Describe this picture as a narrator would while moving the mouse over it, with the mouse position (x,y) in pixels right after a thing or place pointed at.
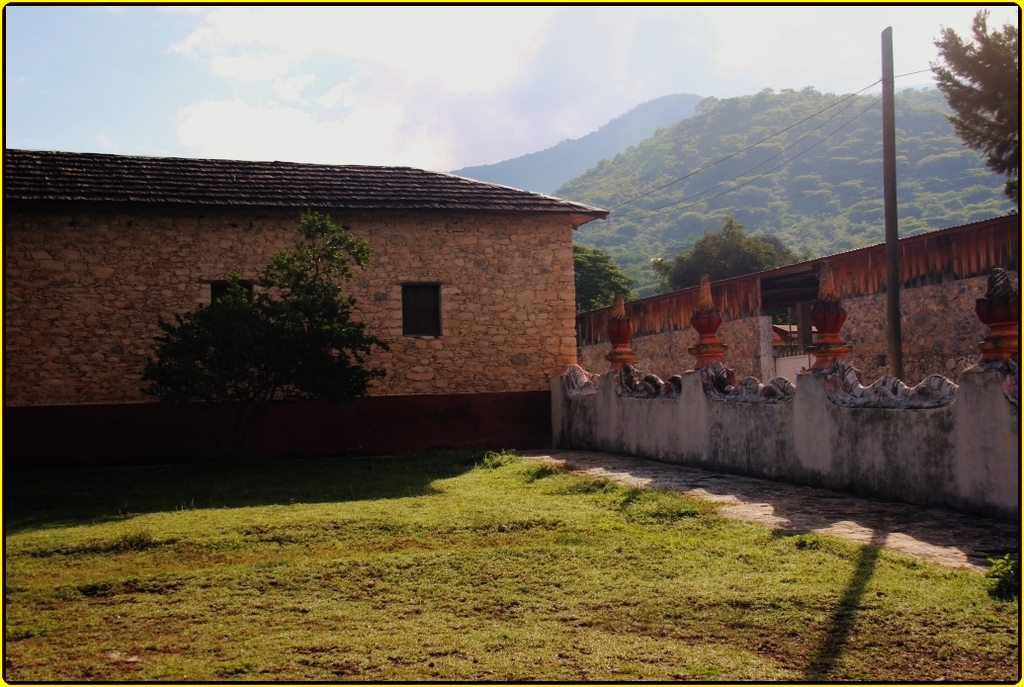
As we can see in the image there are houses (752,291), wall (872,371), trees (257,369), hills (756,213), grass (679,532), sky (389,82) and clouds (210,107).
